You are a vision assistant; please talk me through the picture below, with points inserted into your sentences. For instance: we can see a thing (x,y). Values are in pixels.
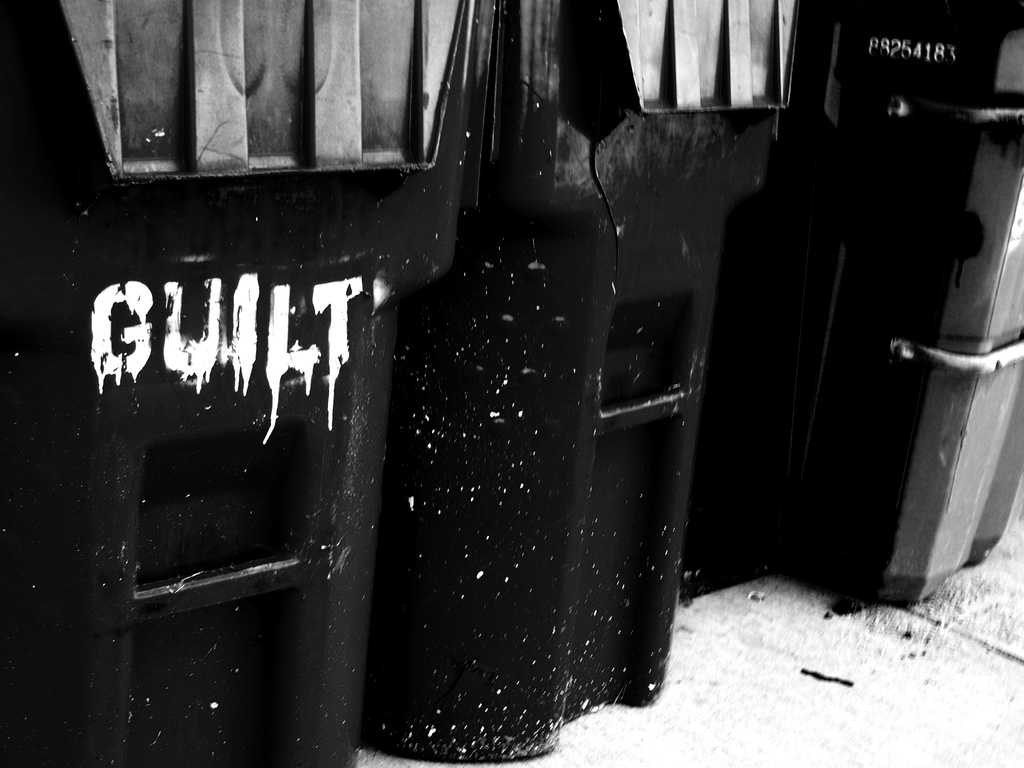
In this image there are so many bins (517,628) kept on a row and GUILT is written on one of them.
